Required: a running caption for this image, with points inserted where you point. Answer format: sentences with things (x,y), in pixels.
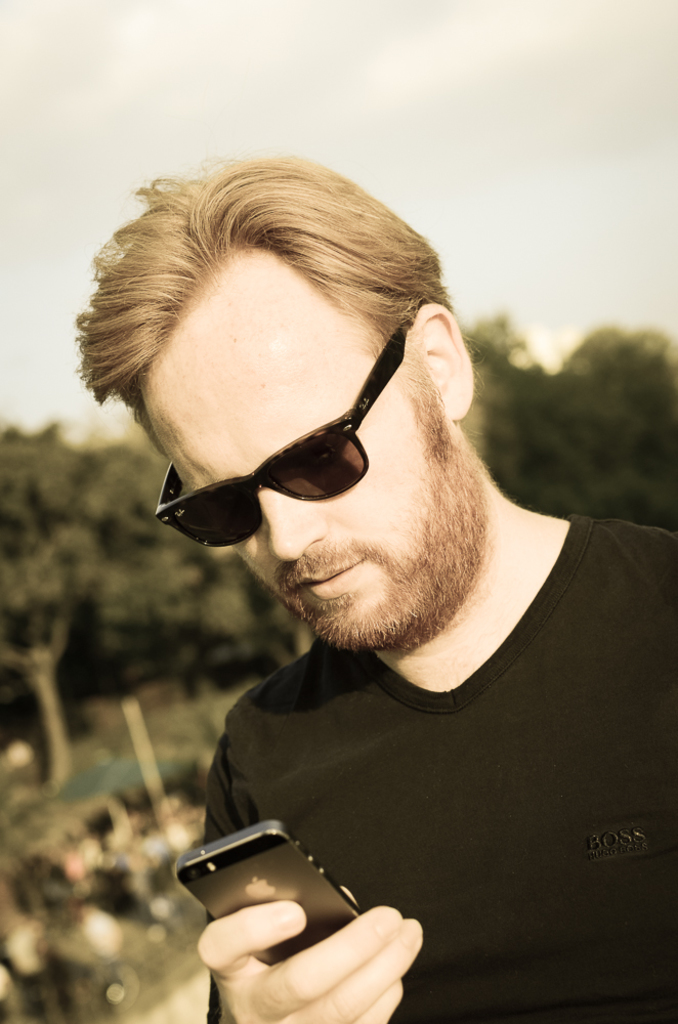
In this image, we can see a person (271,916) wearing spectacles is holding a mobile phone (304,933). We can see some objects (70,957) and trees (630,367). We can also see the sky (542,246).
